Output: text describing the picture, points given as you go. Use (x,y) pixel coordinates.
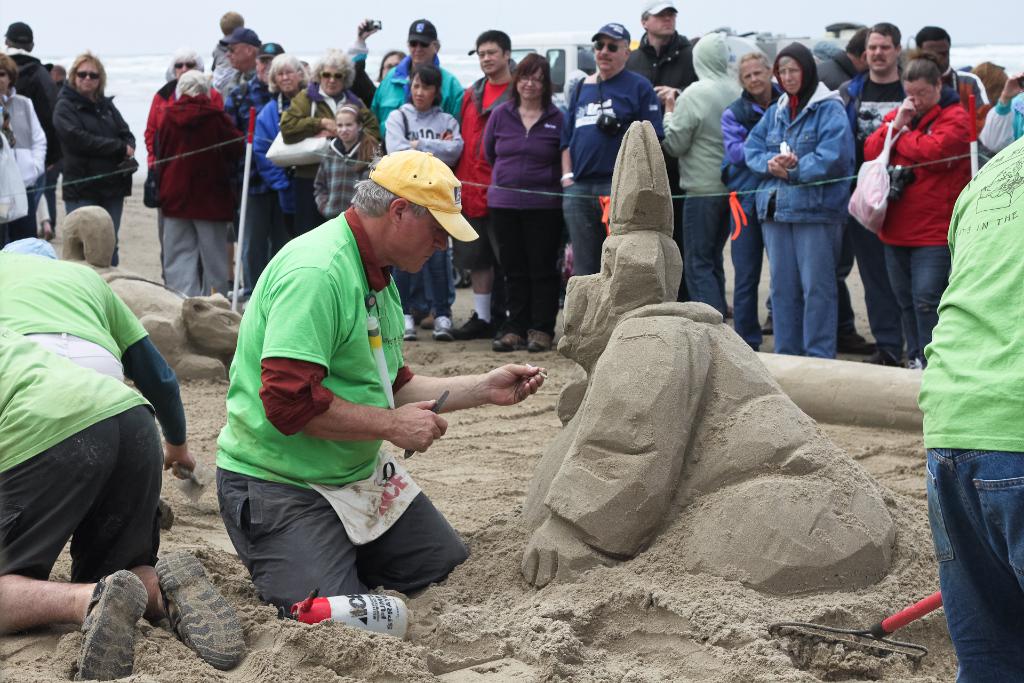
In this picture we can see a group of people (468,180) standing on the ground (146,229), sand carvings (97,237) and some people (339,386) wore caps (601,41), jackets (337,197) and goggles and some objects (761,191) and at the back of them we can see a vehicle (542,40), water (132,86) and in the background (112,13) we can see the sky (598,21).
